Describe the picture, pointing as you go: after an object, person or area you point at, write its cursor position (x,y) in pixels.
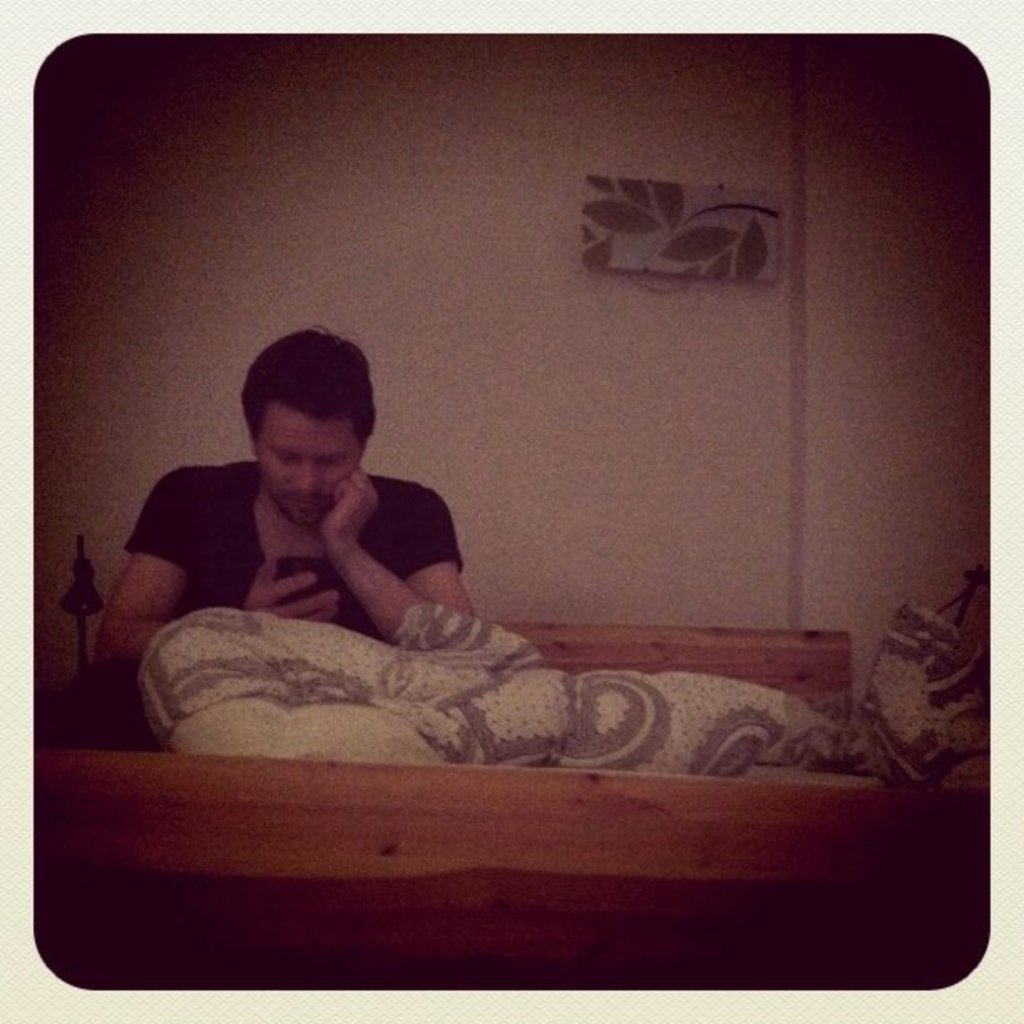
In this image there is a person (313,580) sitting on the bed (621,660) and he is holding the mobile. Beside him there are pillows (893,692). In the background of the image (686,356) there is a photo frame (708,258) on the wall (719,388). On the left side of the image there is some object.
